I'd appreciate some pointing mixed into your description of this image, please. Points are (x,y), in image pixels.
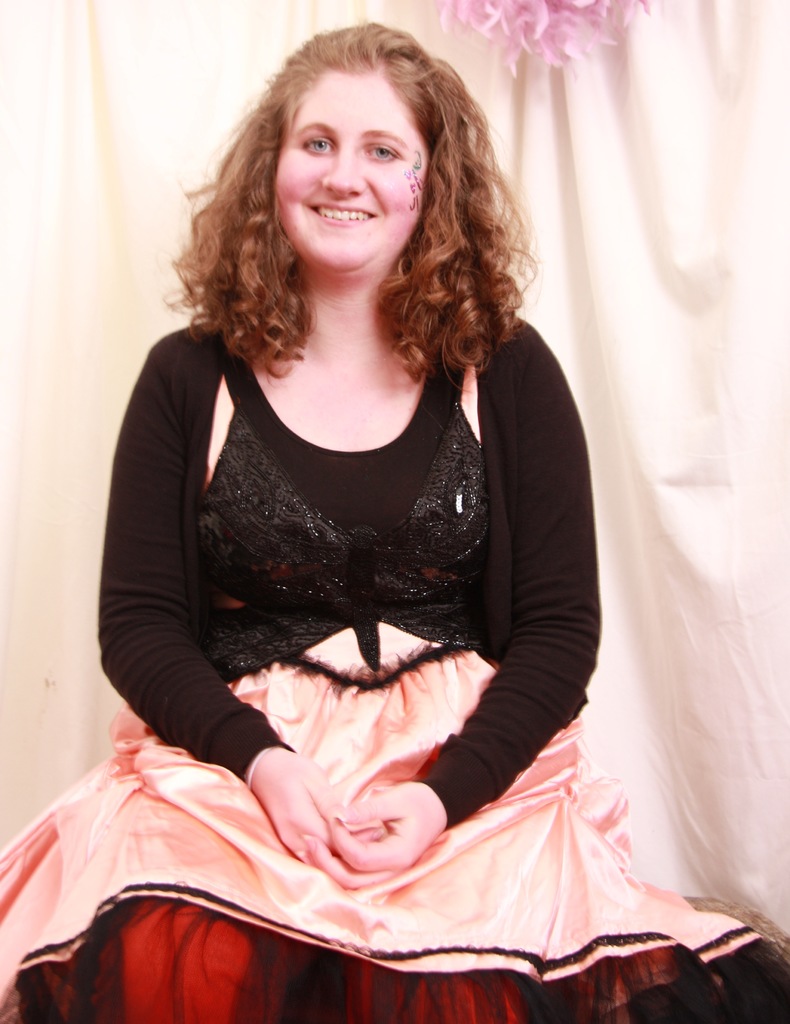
A person (437,709) is sitting wearing a black top (447,553) and a skirt (501,858). behind her there is a curtain (83,204).
